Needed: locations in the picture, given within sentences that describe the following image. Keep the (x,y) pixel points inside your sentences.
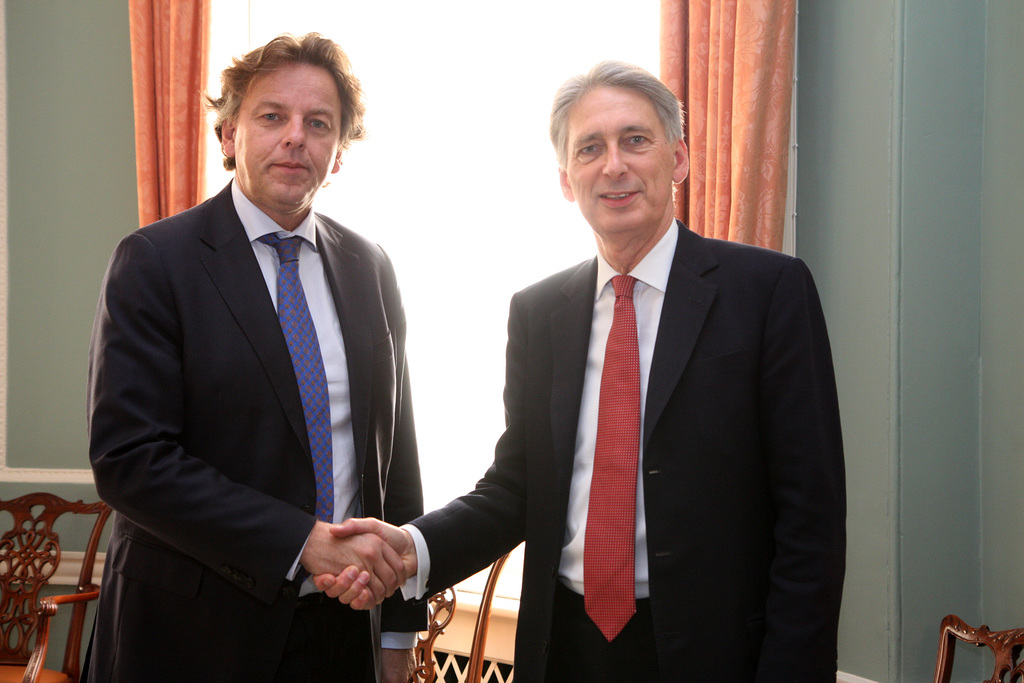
In this image, we can see two men (357,534) in suits (557,627). They are watching and shaking their hands (374,568) each other. Background (998,461) we can see wall (961,450), curtains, chairs (21,622).
